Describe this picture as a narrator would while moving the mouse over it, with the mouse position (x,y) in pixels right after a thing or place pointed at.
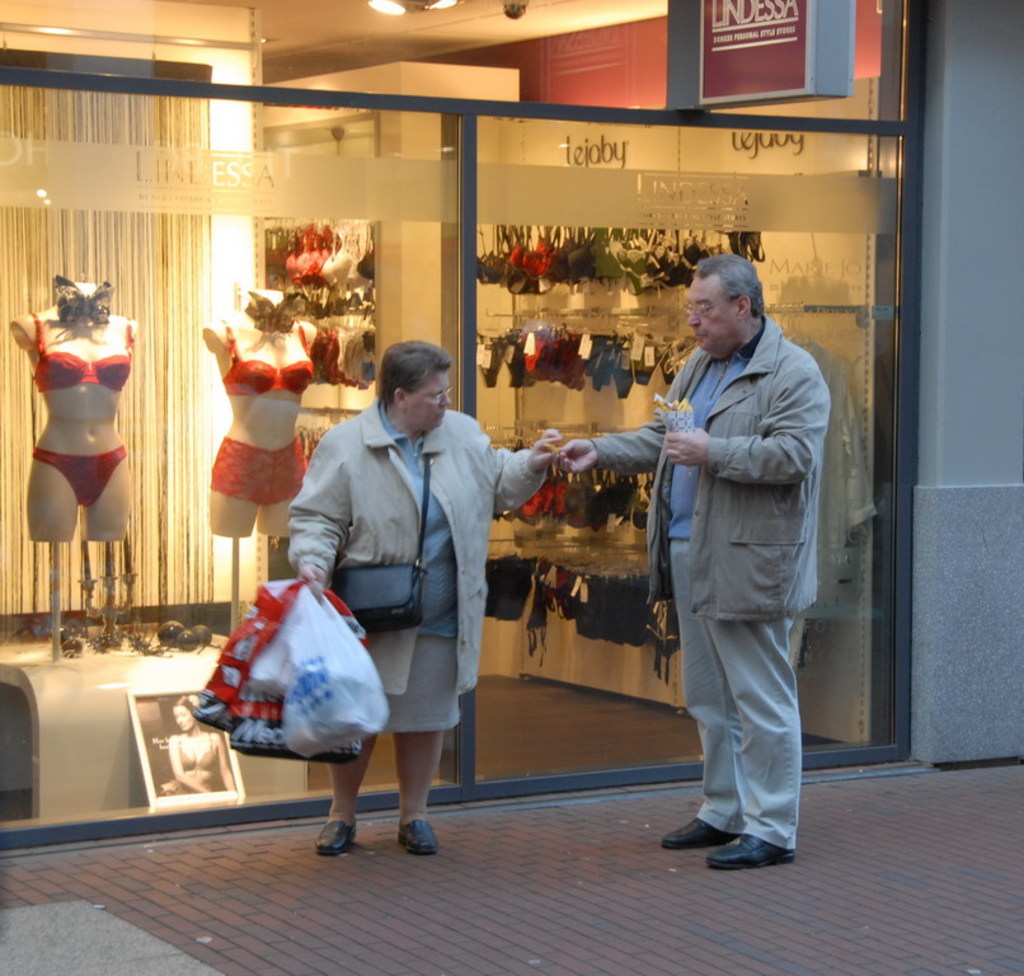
In this image we can see a man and a woman (418,754) standing on the floor (370,837) and one of them is holding polythene bags (346,613) in the hands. In the background (512,186) we can see a store (604,265). In the store (312,299) there are dresses (249,368) to the mannequins (247,334), electric lights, advertisement boards (763,51), curtains (206,202) and different types of clothes (359,304) to the hooks (624,315).
